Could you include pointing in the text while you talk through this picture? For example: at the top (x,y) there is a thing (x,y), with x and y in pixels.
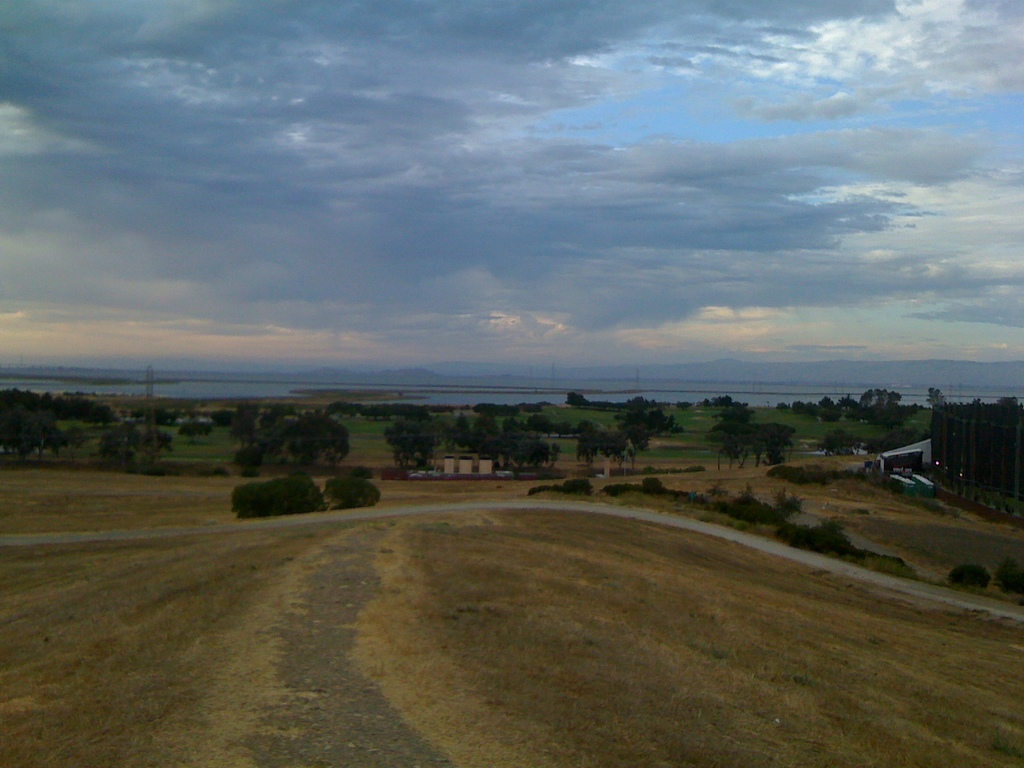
This picture is clicked outside. In the center (608,431) we can see the plants (684,498), trees (63,406), vehicles (914,461) and some other objects (971,448). In the background (233,198) we can see the sky (237,184) which is full of clouds (752,197) and we can see the water body (246,378) and many other objects (718,377).
